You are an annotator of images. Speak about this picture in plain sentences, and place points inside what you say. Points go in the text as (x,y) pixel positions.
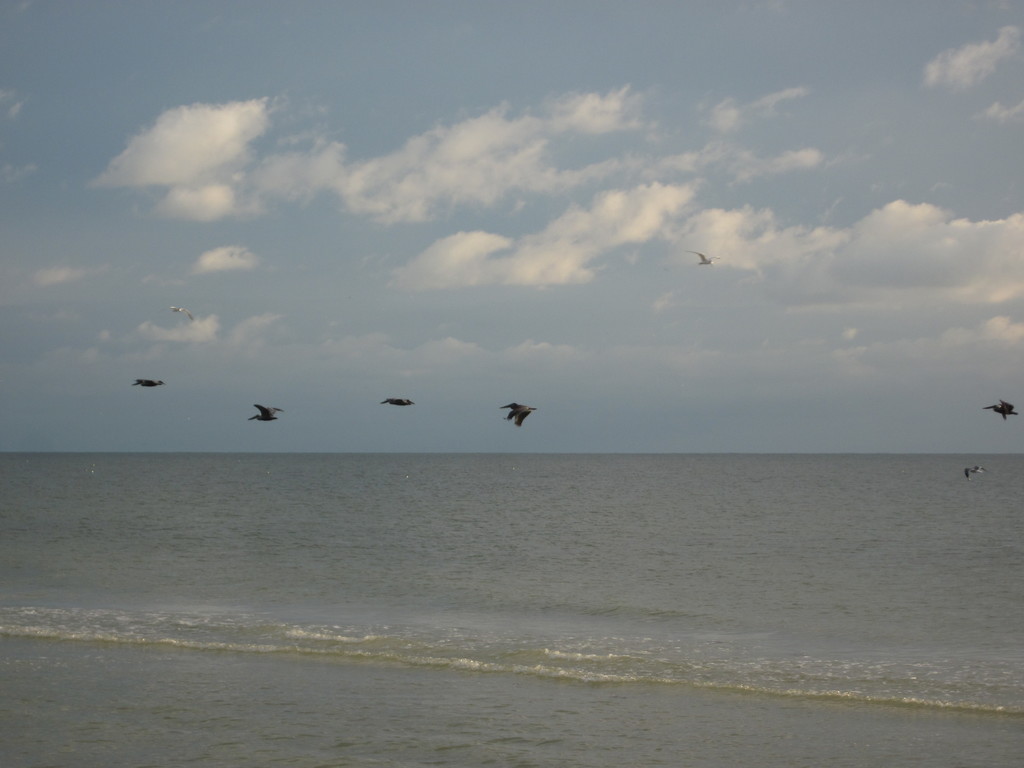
In this picture we can see there are some birds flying in the air (262,380) and under the birds (517,404) there is water (612,491) and behind the birds (511,418) there is a sky (501,181).
